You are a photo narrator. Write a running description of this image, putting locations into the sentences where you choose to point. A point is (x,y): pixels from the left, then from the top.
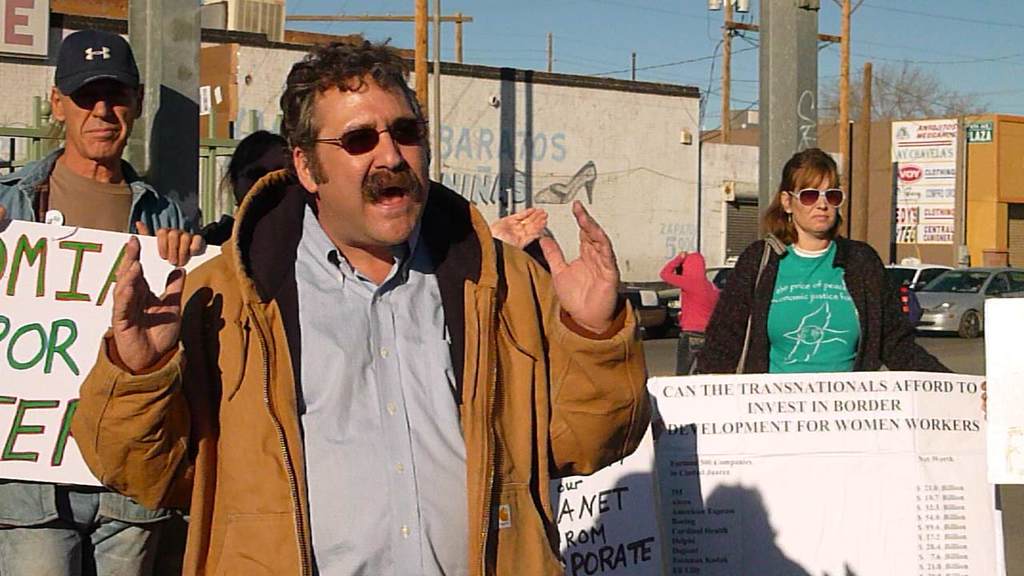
In this image I can see a person (384,310) wearing blue shirt (357,397) and brown colored jacket (279,428) is standing. I can see few other persons (88,169) standing and holding boards (818,412) in their hands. In the background (951,311) I can see few poles (804,82), few wires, few vehicles (954,323), few buildings (552,78) and the sky (753,53).
